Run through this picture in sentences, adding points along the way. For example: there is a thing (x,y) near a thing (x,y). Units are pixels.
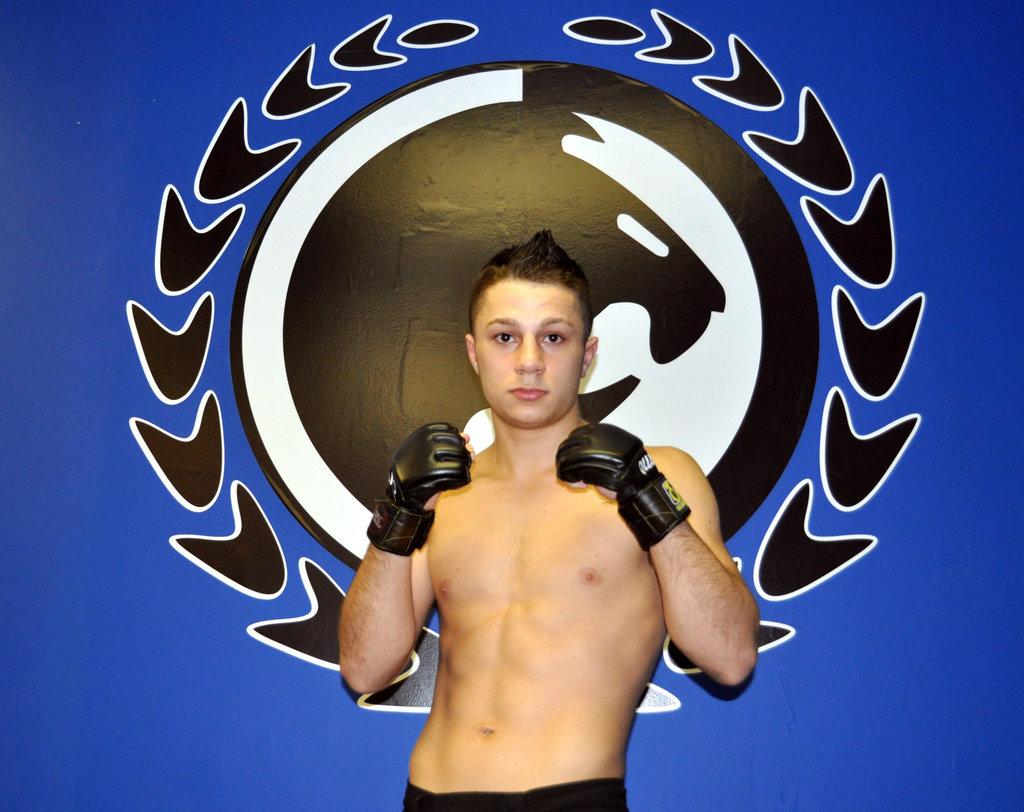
In this image, we can see a person (450,496) standing. We can also see the blue colored background (169,694) with an image (263,403) printed.
